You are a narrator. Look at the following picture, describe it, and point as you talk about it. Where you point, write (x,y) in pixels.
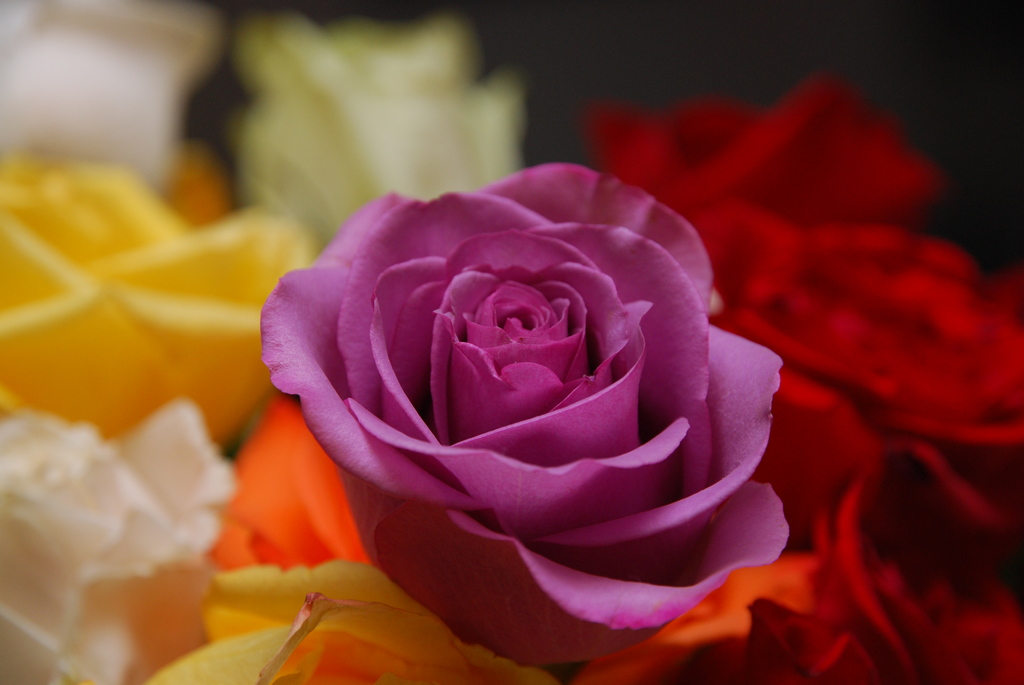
In this image we can see the beautiful flowers (344,389) of different colors.
